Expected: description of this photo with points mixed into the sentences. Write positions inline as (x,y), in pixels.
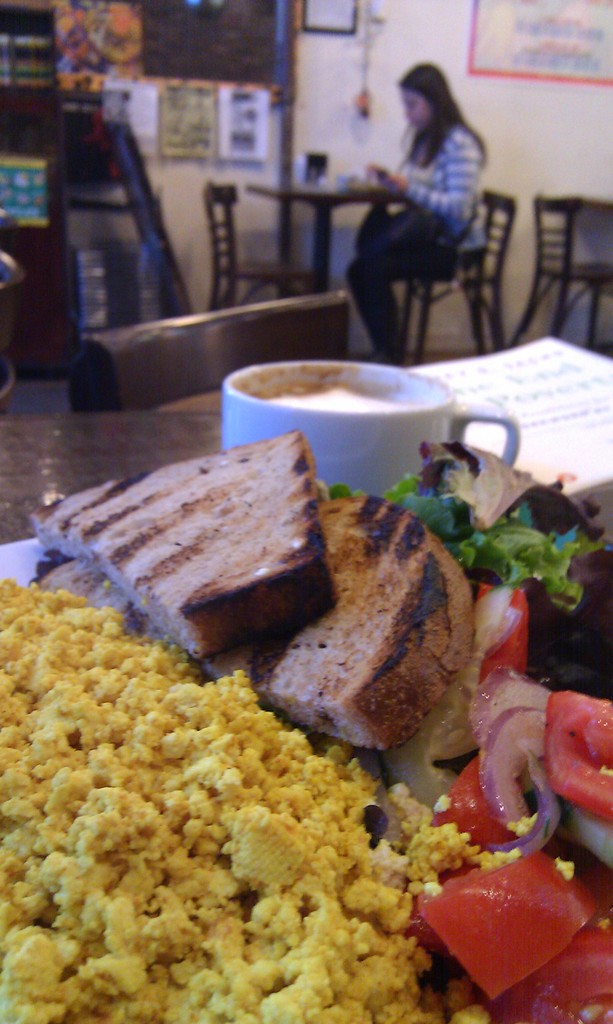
In this image we can see some food (305,631) in a plate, a cup (318,441) and a paper (533,467) placed on the table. On the backside (403,262) we can see a woman (364,255) sitting on a chair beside the table (323,270). We can also see some empty chairs (565,299), a board (216,61) with some papers (151,140) pinned to it and some photo frames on a wall (185,164).
